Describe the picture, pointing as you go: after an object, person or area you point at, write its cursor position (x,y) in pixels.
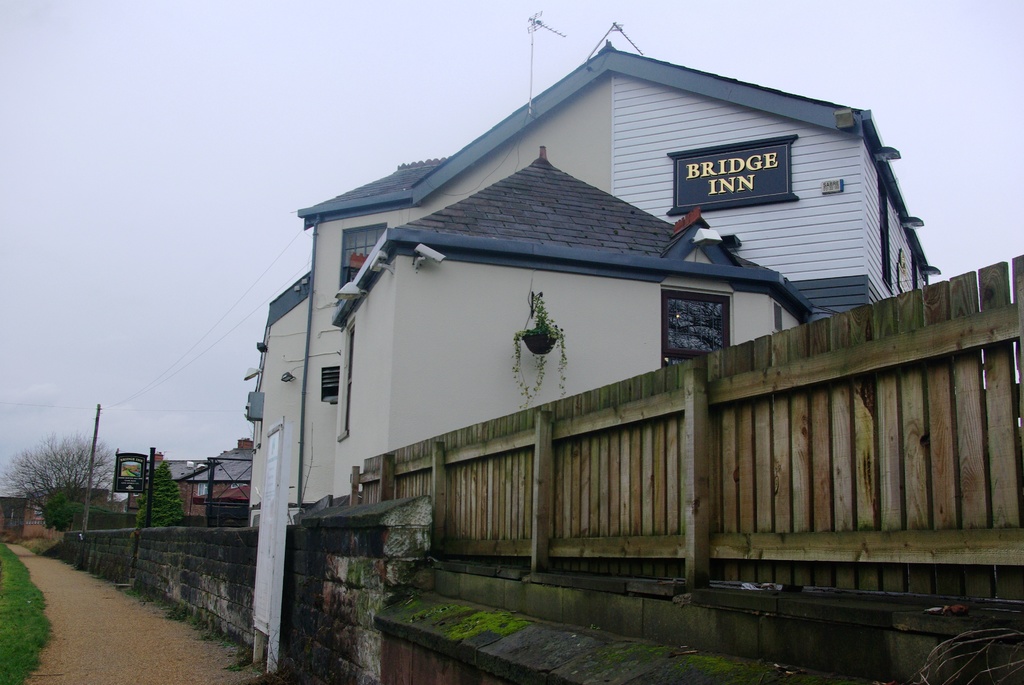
In this image, we can see a wooden fencing (658,521) and there is a wall (299,574), we can see a building (683,149), at the top (238,139) there is a sky (257,76) which is cloudy.
